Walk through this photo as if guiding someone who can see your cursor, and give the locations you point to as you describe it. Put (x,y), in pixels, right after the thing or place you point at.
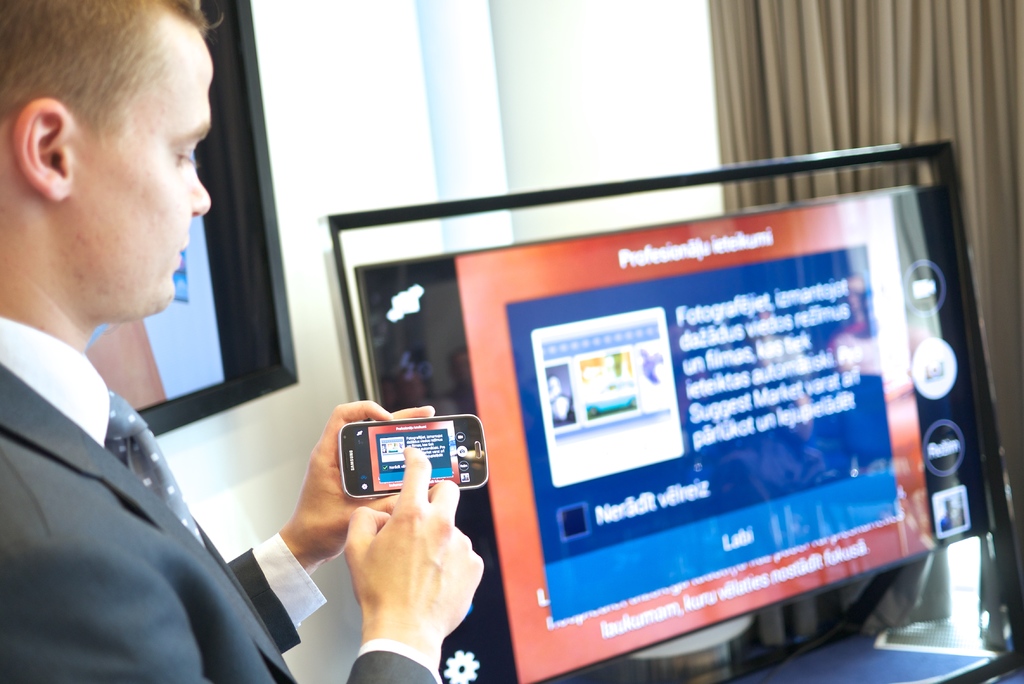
In this image we can see a man (404,679) on the left side (26,646) and he showing something in this mobile (461,440).
